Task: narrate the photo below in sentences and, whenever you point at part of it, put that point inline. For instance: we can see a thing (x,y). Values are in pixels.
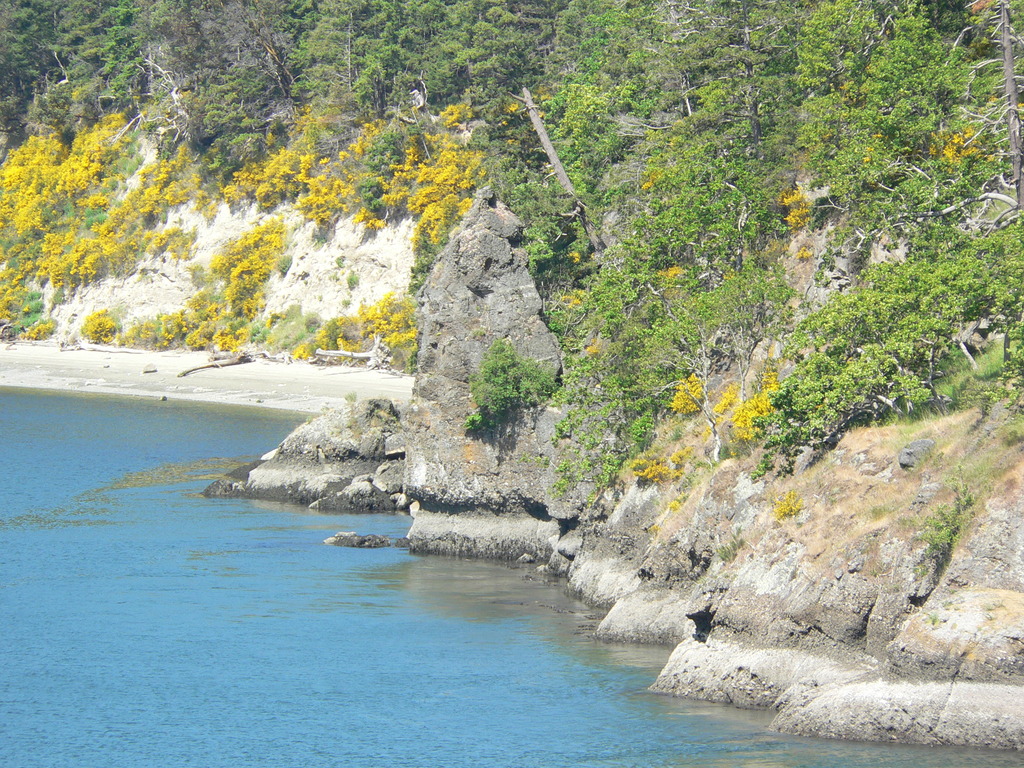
In this picture we can observe water (251,588). There are yellow color plants (32,222) and green color plants (602,289). We can observe a hill (679,423). In the background (545,73) there are trees (495,81).
